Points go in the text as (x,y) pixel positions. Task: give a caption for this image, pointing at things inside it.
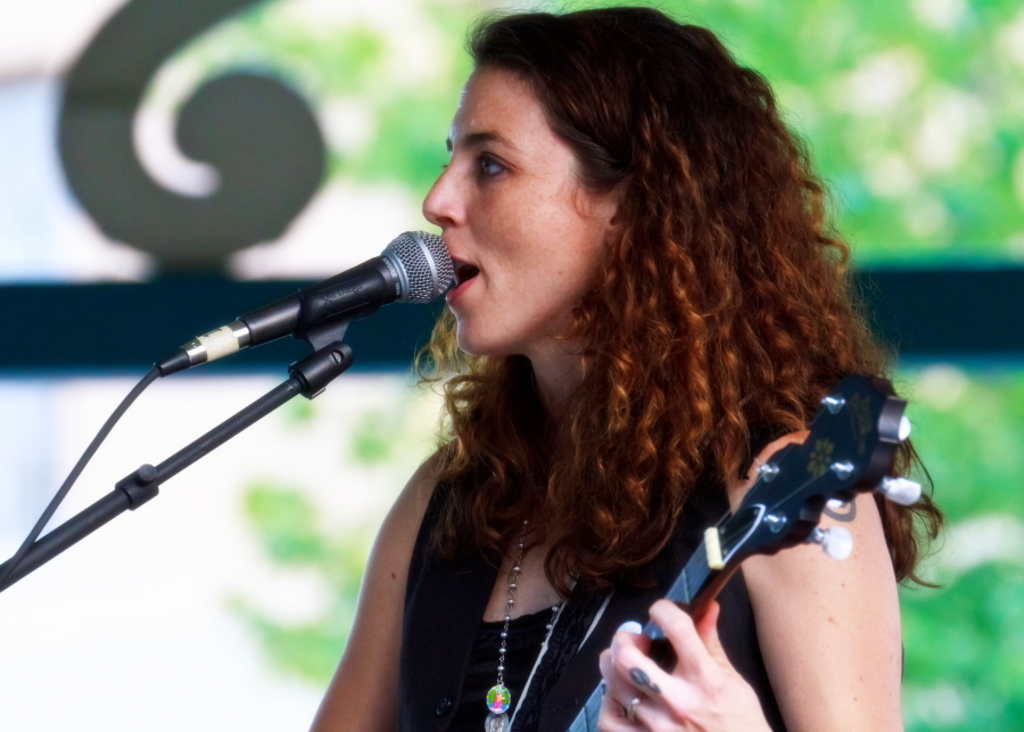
A woman (593,367) is standing and holding a banjo (655,642) and singing in front of the microphone (418,285) and behind her there are trees (904,101).
